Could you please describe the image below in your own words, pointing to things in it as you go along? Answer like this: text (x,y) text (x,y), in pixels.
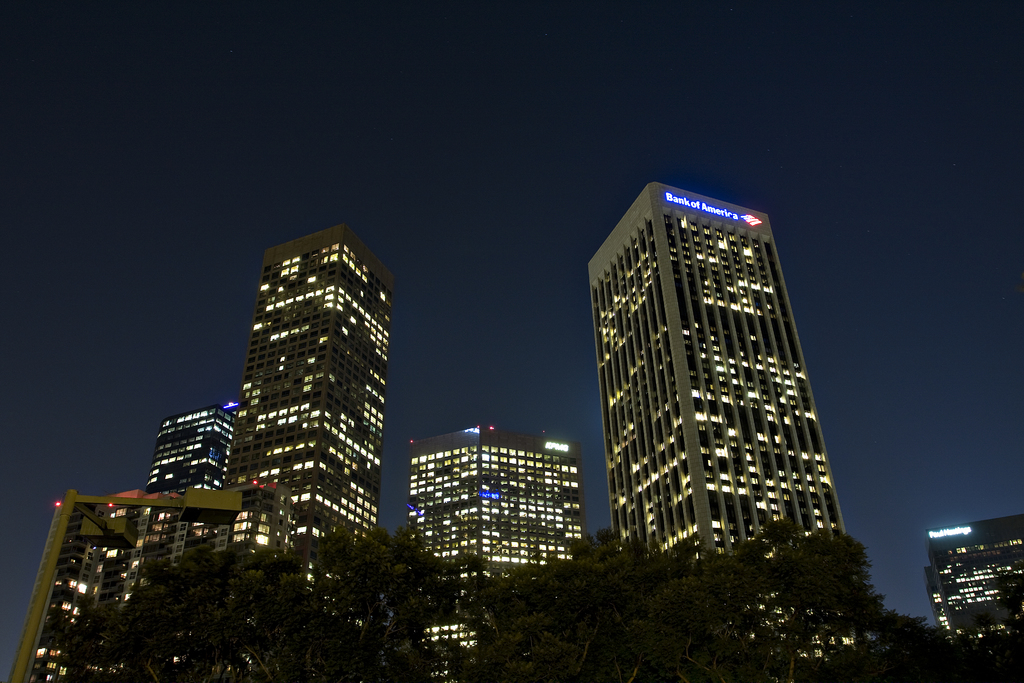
In this picture we can see few trees (364,617), buildings (484,446) and lights (741,213).
